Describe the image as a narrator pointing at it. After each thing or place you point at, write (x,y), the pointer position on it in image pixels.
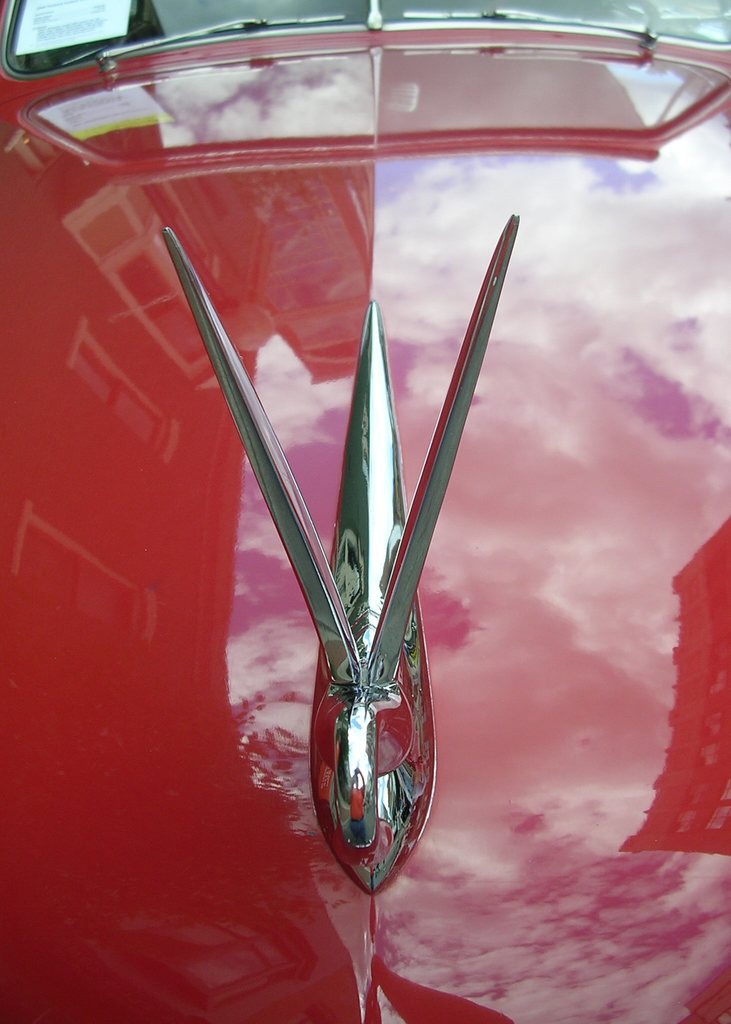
In this image we can see a vehicle (327,849) which is in red color.
